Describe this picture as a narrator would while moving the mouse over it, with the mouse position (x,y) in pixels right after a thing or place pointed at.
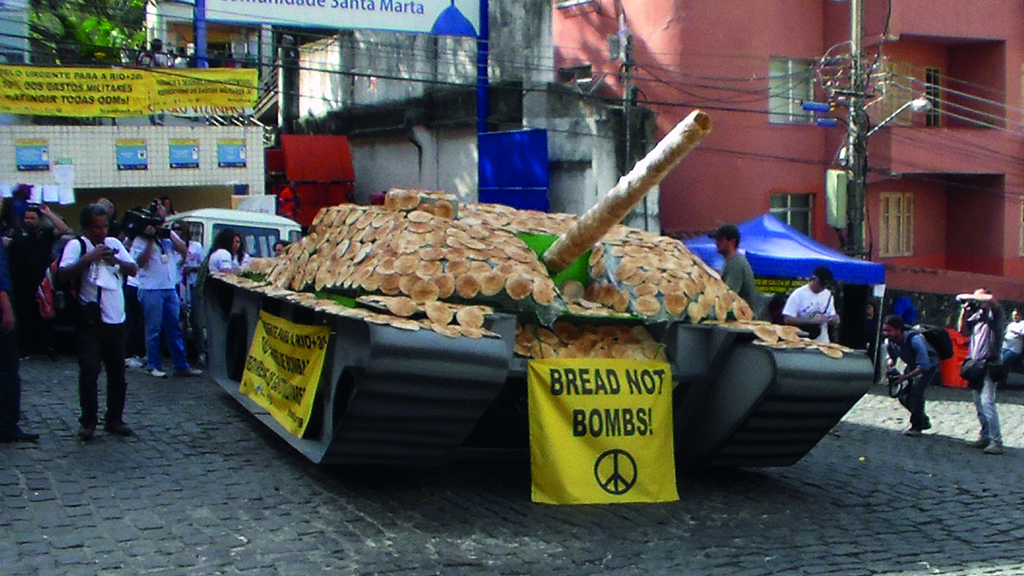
In this picture, we can see a few people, and we can see an object (403,312) covered with food items (660,269), and we can see the road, sheds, buildings (916,120) with windows (782,86), and we can see some posters (172,100), trees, poles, and the wires (855,156).
